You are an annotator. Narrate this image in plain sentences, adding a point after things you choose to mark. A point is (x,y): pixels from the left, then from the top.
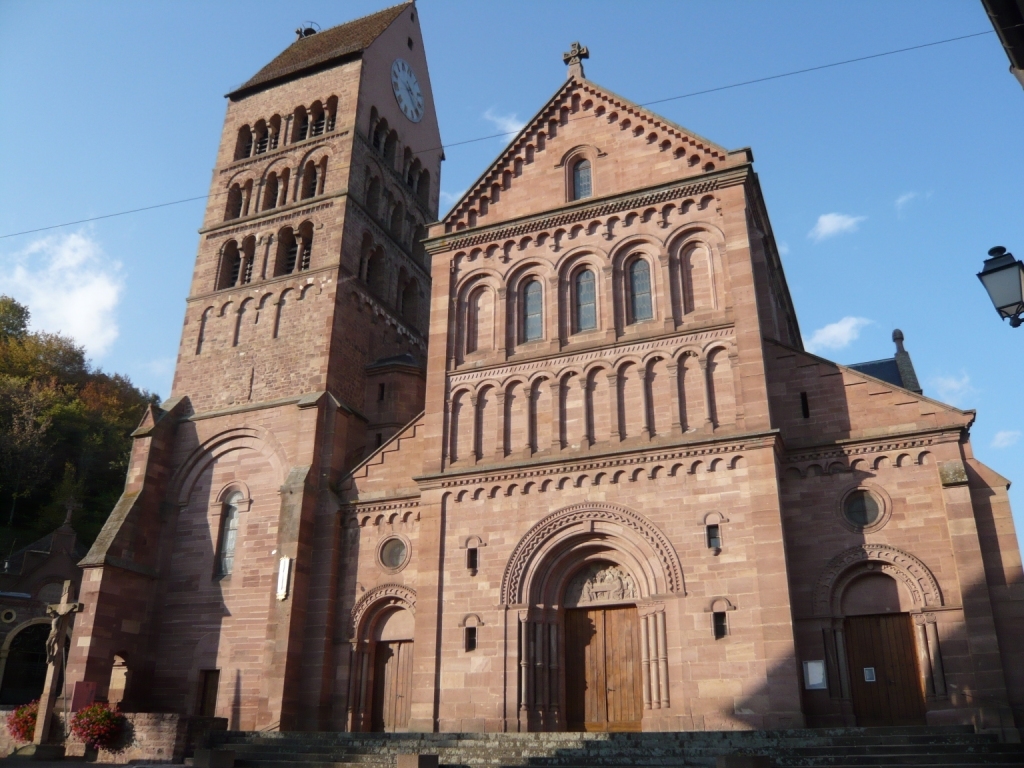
There is a building (354,365) with arched, windows (575,276) and doors (605,651). On the left side (76,419) there are trees (74,438). In the background (120,80) there is sky (681,66). In the front (380,744) there are steps (769,738).
